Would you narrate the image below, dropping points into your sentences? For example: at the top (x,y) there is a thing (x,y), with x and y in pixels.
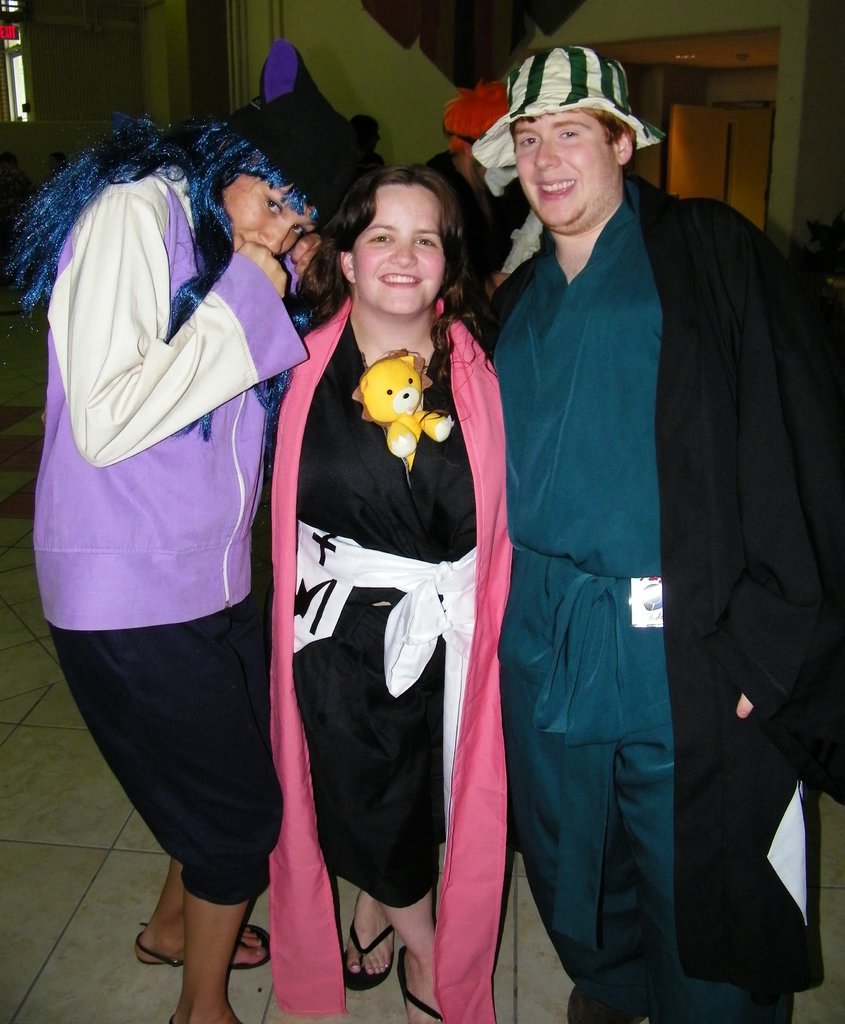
In this image we can see a group of people (462,352) standing on the floor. In that a man (669,623) is wearing a cap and the woman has a teddy bear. On the backside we can see a door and a wall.
